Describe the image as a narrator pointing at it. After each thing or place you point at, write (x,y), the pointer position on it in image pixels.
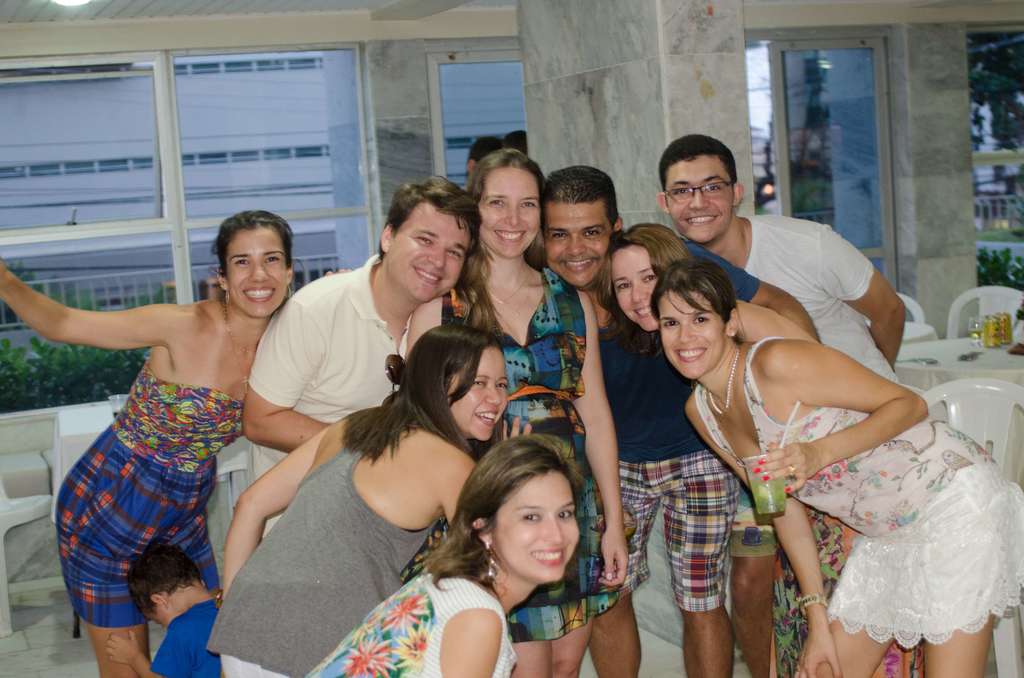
In this image I can see the group of people (355,514) with different color dresses (733,545). I can see one person (795,483) is holding the glass (784,493). In the background (958,345) I can see the tables (960,365) and chairs (972,413). On one of the table (985,350) I can see the tins (998,337) and glass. I can also see the glass window (334,200) in the back (329,245). Through the window (268,180) I can see the trees (112,367) and the building (322,148).
